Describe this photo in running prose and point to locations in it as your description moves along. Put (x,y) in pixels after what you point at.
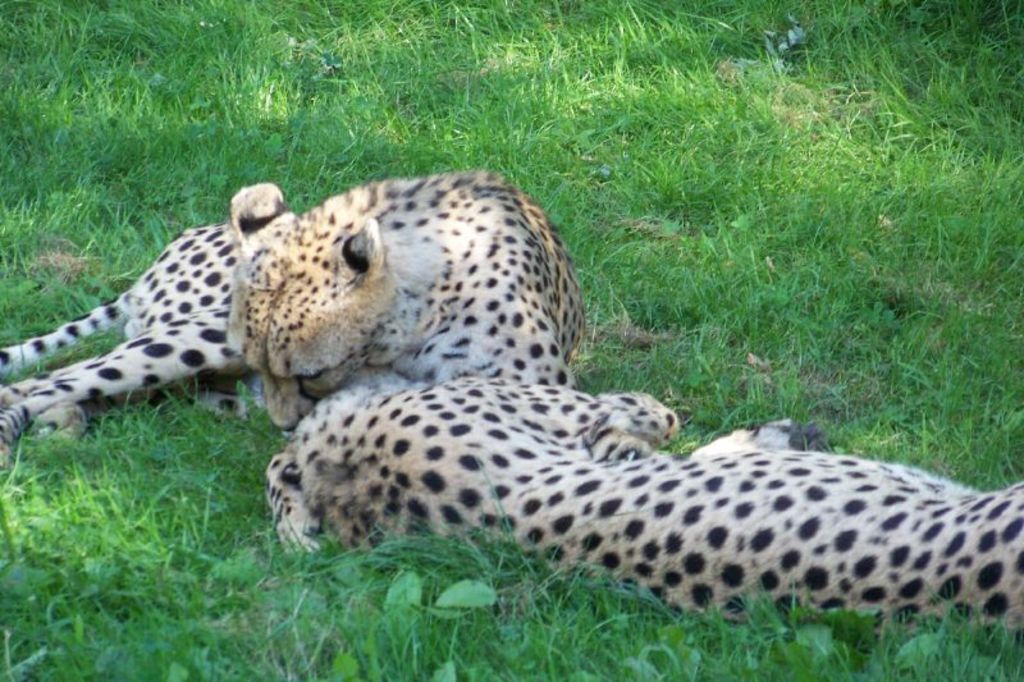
In the image there are two cheetahs (412,420) laying on the grassland (671,189).
